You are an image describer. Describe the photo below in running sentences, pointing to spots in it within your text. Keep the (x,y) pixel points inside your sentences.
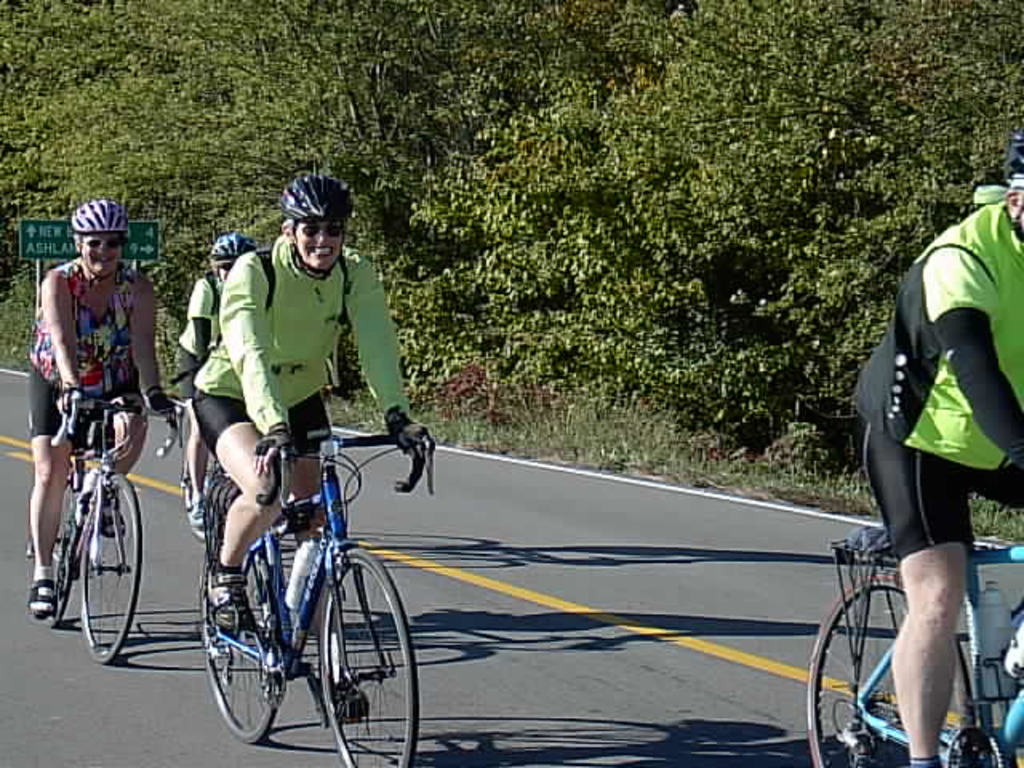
People (233,428) are riding bicycles (363,442) on the road (456,561) and wore helmets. Background of the image (141,231) we can see signboard (20,235), grass (593,404) and trees (516,94).
